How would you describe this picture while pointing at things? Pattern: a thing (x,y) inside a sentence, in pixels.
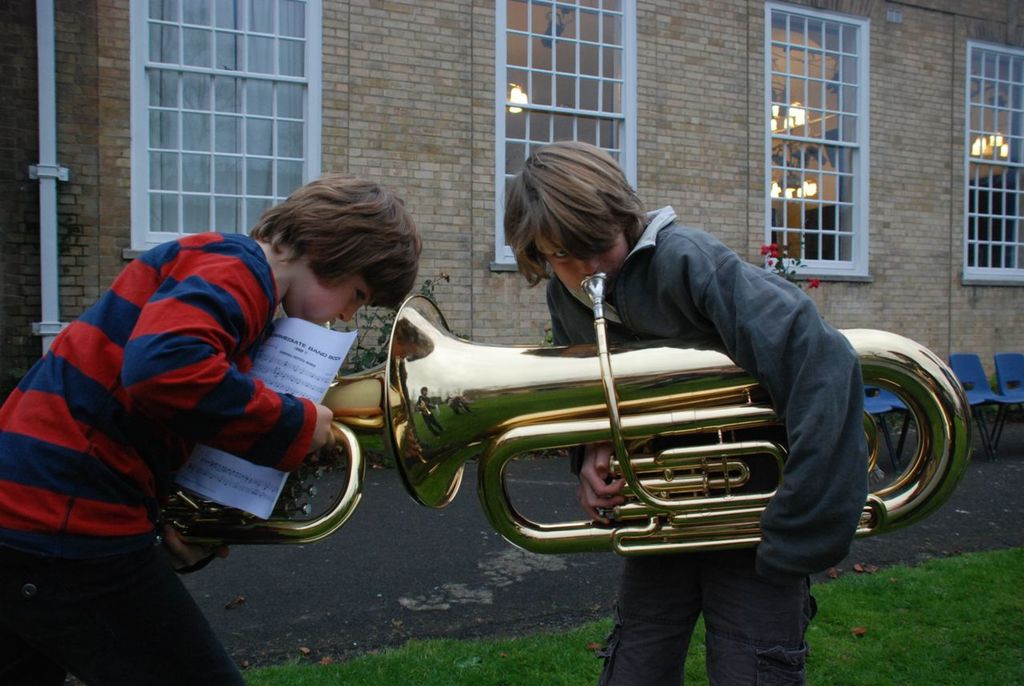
In this image we can see two people (138,458) standing and playing the musical instruments (358,467), among them one person (185,328) is holding the paper (321,356), in the background (450,225), we can see a building (257,154), there are some windows (832,161), chairs (977,372), flowers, grass (890,590), plants (429,284), lights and a pole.
